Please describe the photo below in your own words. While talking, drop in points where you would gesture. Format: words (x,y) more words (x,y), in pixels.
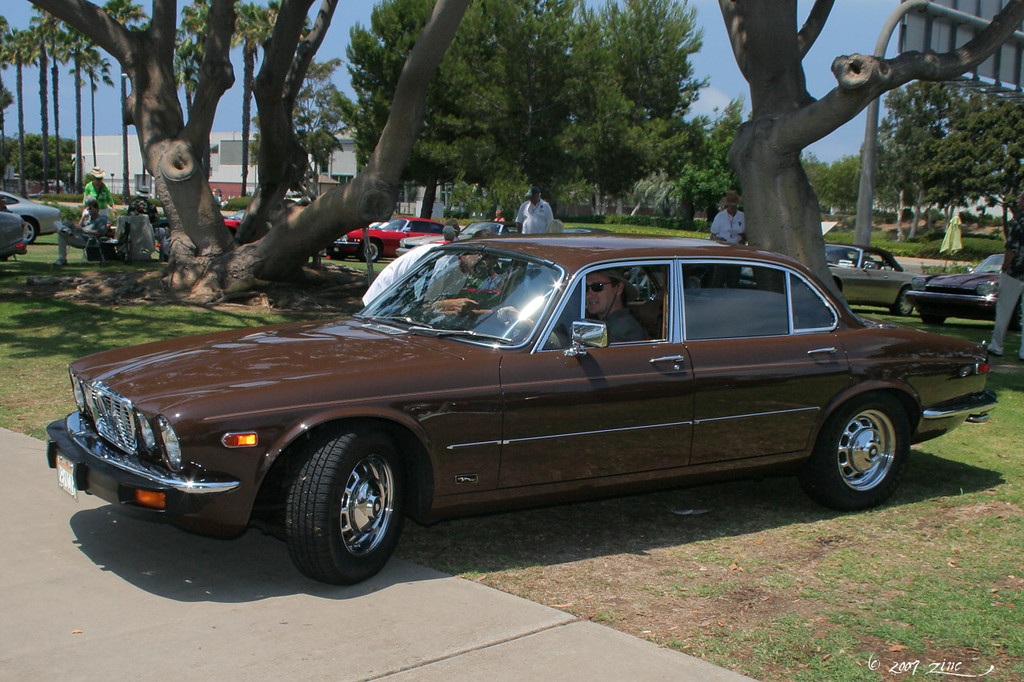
In this image there are some vehicles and some persons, and in the foreground (349,344) there is one car (652,350). In the car (667,352) there are two persons (630,336) who are sitting, at the bottom (853,567) there is a grass (915,558) and walkway (330,587). And in the background (261,158) there are some buildings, trees (745,164) and on the right side (929,38) there is a hoarding (989,4). At the top of the image (855,39) there is sky (848,14).
